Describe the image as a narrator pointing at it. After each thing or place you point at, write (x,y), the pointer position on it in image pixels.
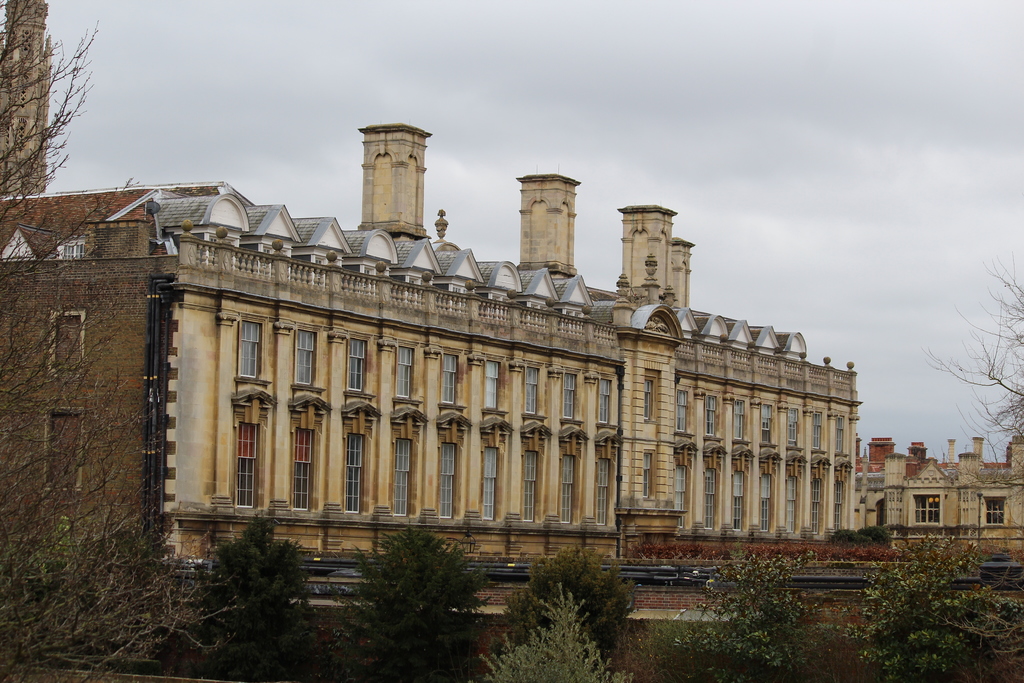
In this picture I can see there is a building (553,541) and it has few windows (443,456) and there is another building (922,481) on the right side (967,466). There are few trees (42,90) and the sky (453,54) is cloudy.
